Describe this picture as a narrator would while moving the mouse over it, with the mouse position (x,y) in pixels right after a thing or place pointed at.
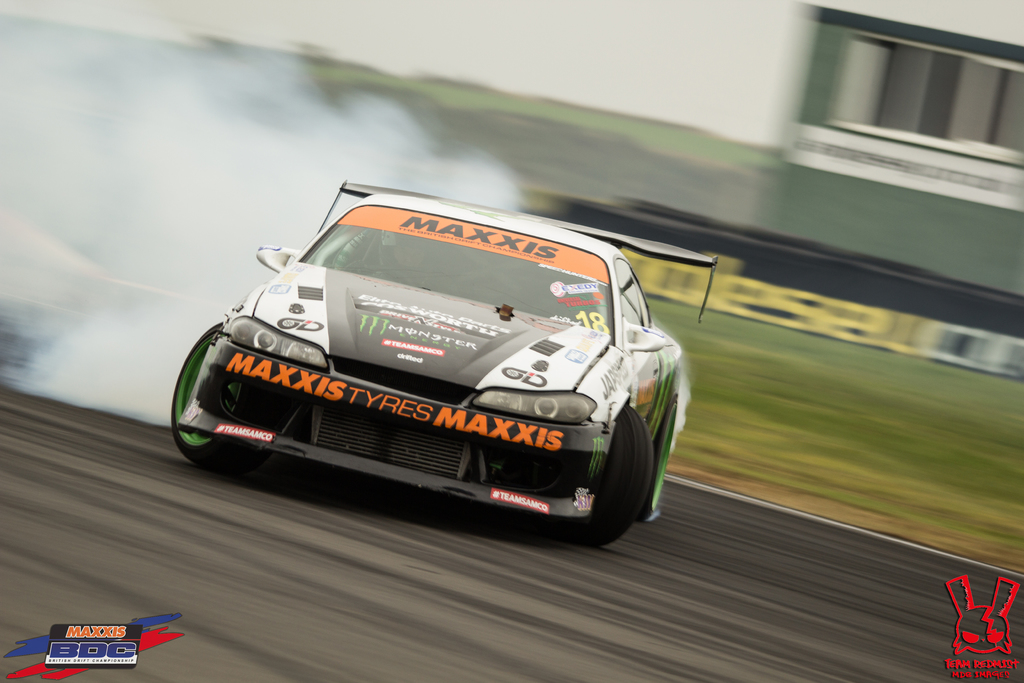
In this picture I can see the road (199,518) on which there is a car (363,327) and on the car (427,228) I see something is written and I see the smoke (3,190) behind the car (402,222) and in the background (842,390) I see the grass (735,404) and I see that it is blurred and I see the watermarks (112,643) on the bottom corners.
